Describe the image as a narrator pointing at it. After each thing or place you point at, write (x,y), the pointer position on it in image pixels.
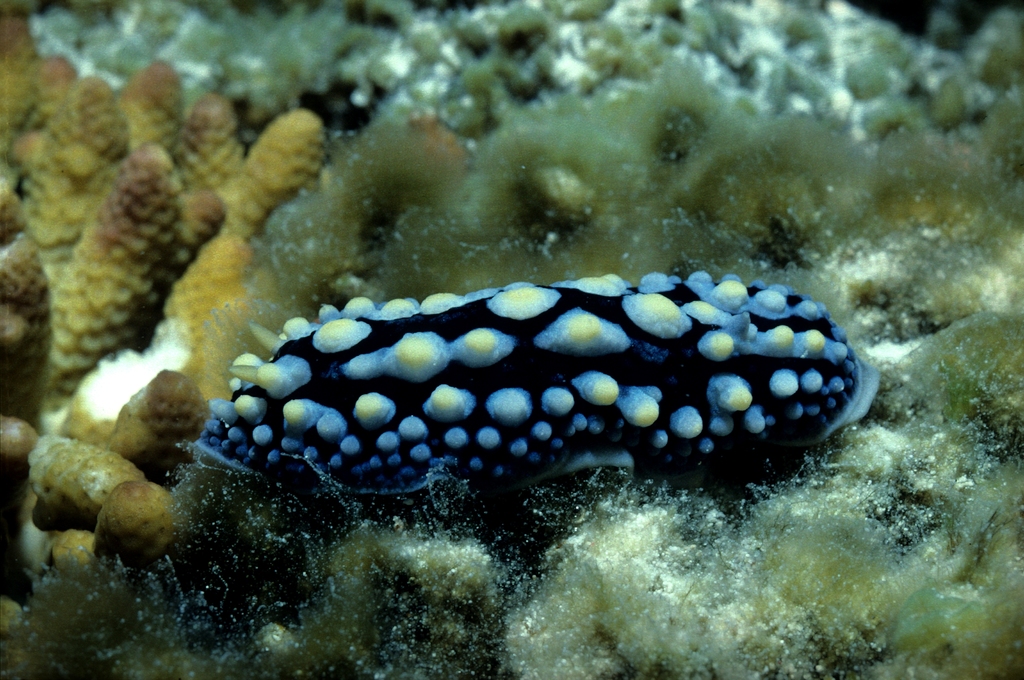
In this image there is a marine species (585,397). In the background (465,101) there are marine plants (558,101).
